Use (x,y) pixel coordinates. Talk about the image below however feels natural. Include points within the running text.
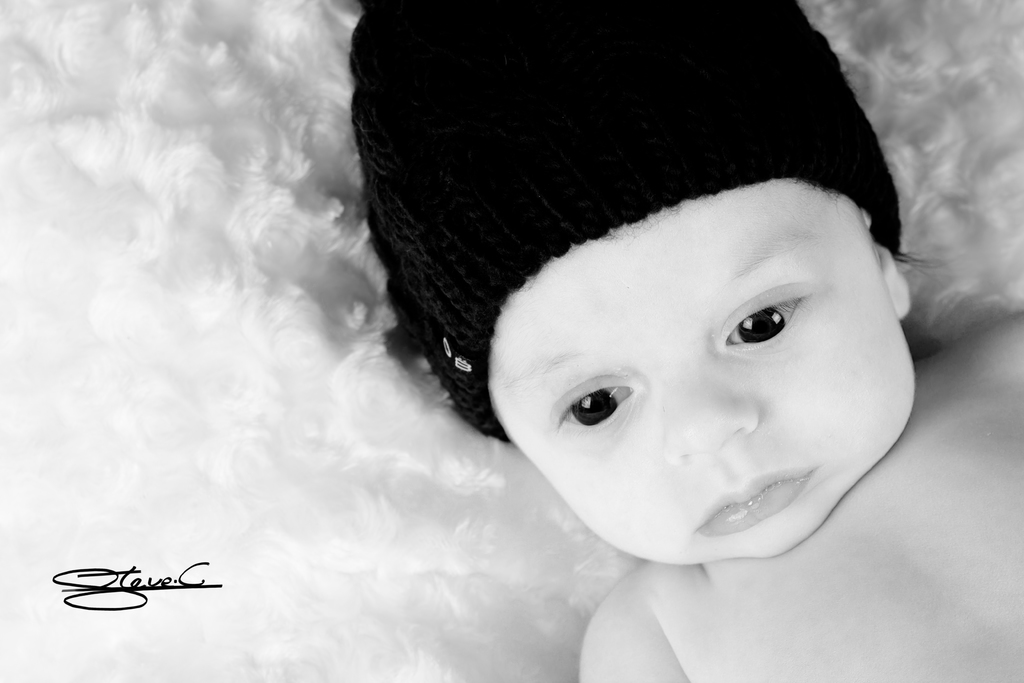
In this image I can see the black and white picture in which I can see a baby (735,435) wearing black colored hat (586,138). I can see something is written with black color on the image.
